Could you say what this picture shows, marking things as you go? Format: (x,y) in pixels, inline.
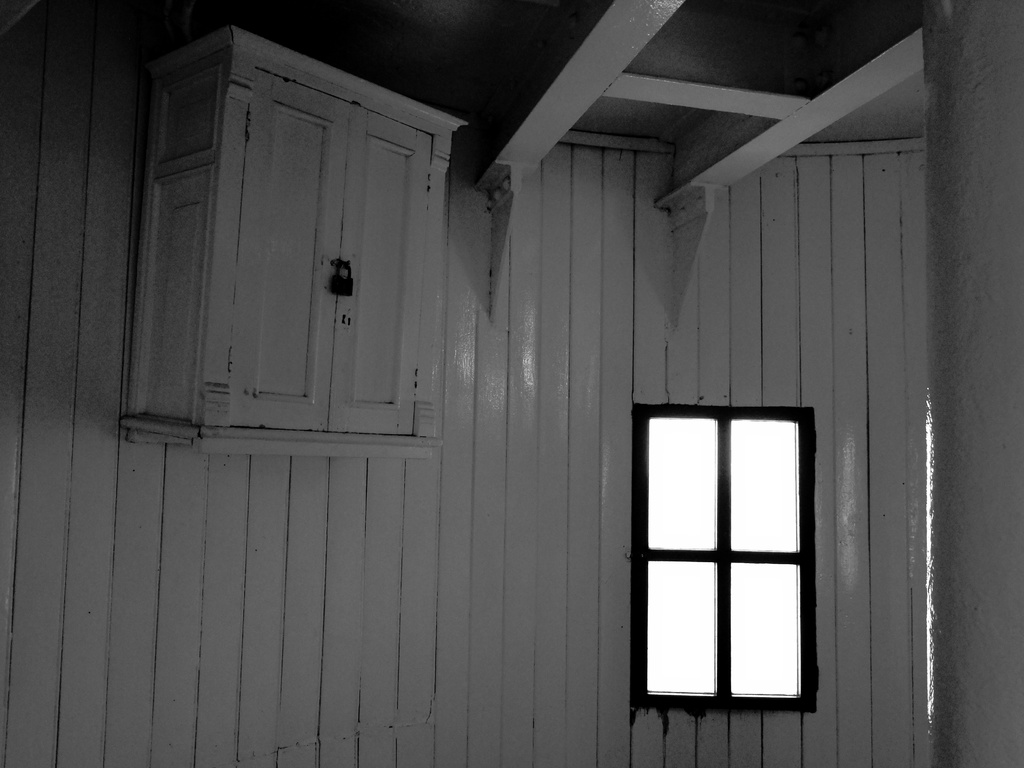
In this image we can see a window (767,459), wooden walls (250,506), shelves (226,373) and other objects (956,129).
